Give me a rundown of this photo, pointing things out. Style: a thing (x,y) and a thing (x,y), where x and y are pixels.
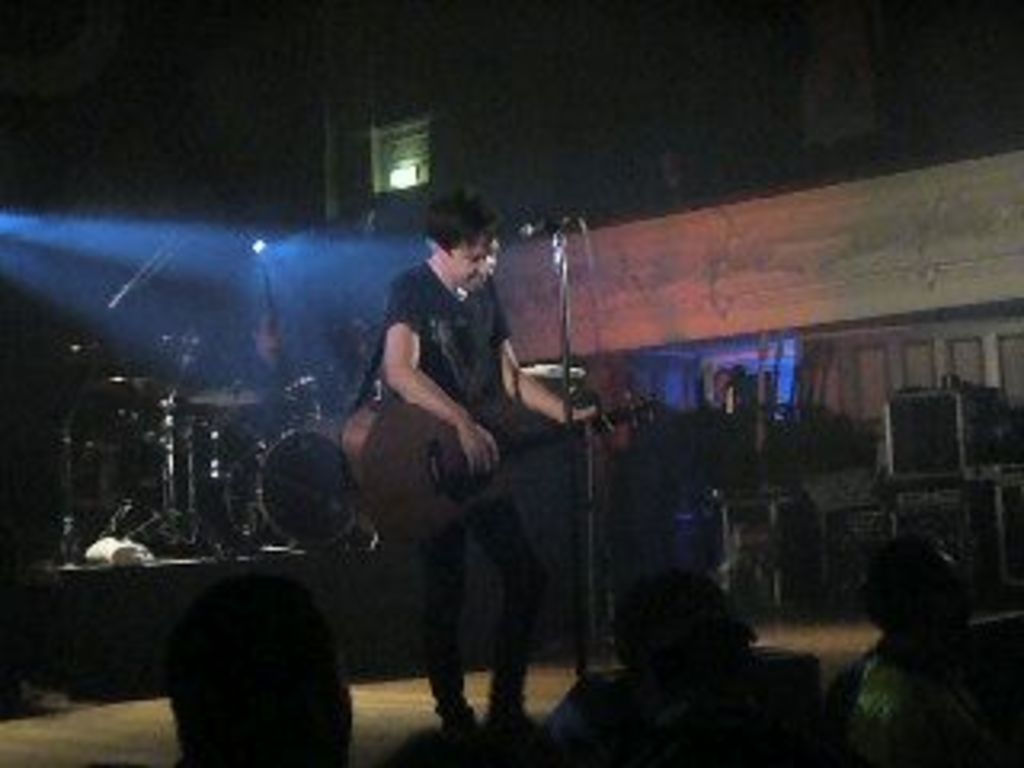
In this picture I can see a man (464,572) standing and playing guitar (514,480) and I can see a microphone (536,225) and I can see drums (200,402) in the back (314,532) and few audience (520,767) seated and I can see a light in the back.
